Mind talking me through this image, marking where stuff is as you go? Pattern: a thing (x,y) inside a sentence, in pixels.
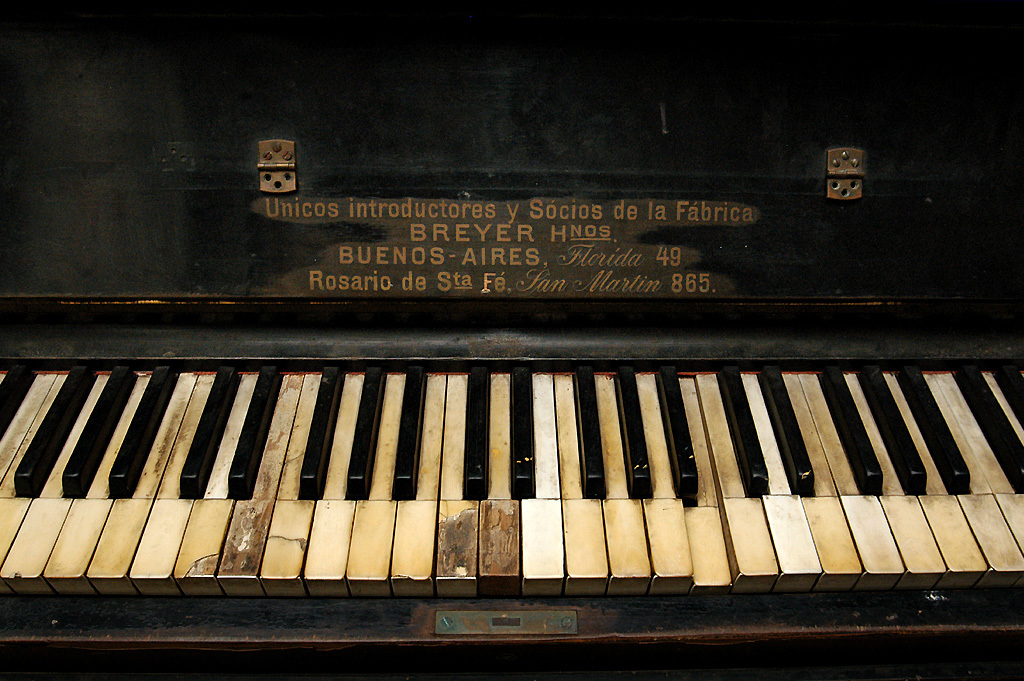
A piano keyboard (607,551) is highlighted in this picture.
